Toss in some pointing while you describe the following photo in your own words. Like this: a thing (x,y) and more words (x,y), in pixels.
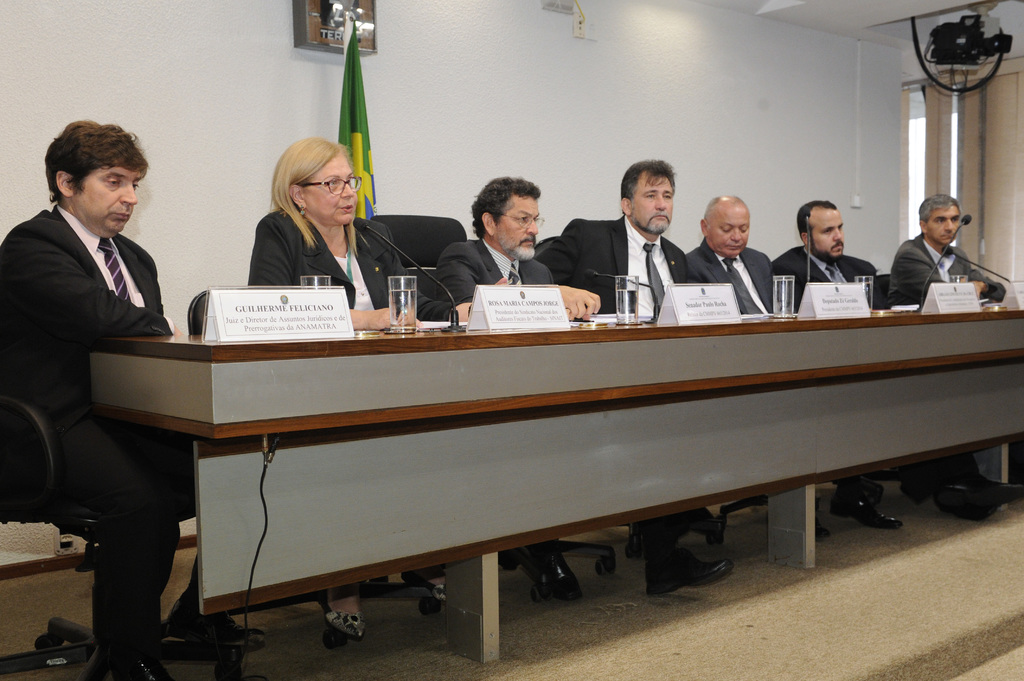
In this image there are seven people (582,277) sitting. On the left side (96,316) there is one man (111,284) sitting beside that man (103,306) one woman (326,248) is sitting and speaking beside that woman (369,243) one man (513,239) is sitting beside that man (527,249) four men (619,249) are sitting. In front of them there is one table (760,345) and six glasses (397,303) and some name plates (293,308) on it. On the top of the image (356,62) there is one flag (350,102) on the right side of the top corner there is one camera (954,30) and in the middle of the image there are some switch boards (572,29).
